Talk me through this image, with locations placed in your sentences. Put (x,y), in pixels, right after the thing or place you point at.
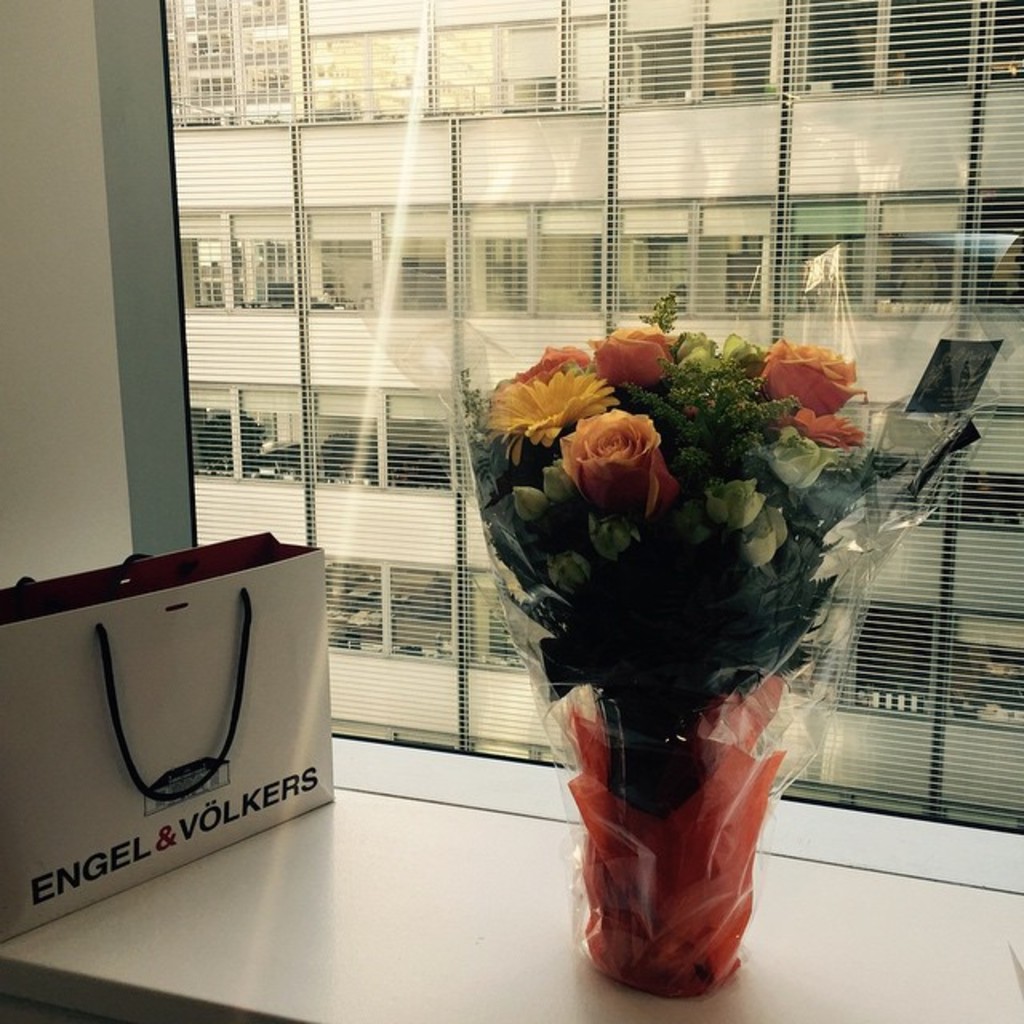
There is a white surface (314,829). On that there is a cover (261,732) and a flower bouquet (641,573). In the back (416,190) there is a window (512,202). Through the window (667,194) we can see a building (480,215) with pillars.
